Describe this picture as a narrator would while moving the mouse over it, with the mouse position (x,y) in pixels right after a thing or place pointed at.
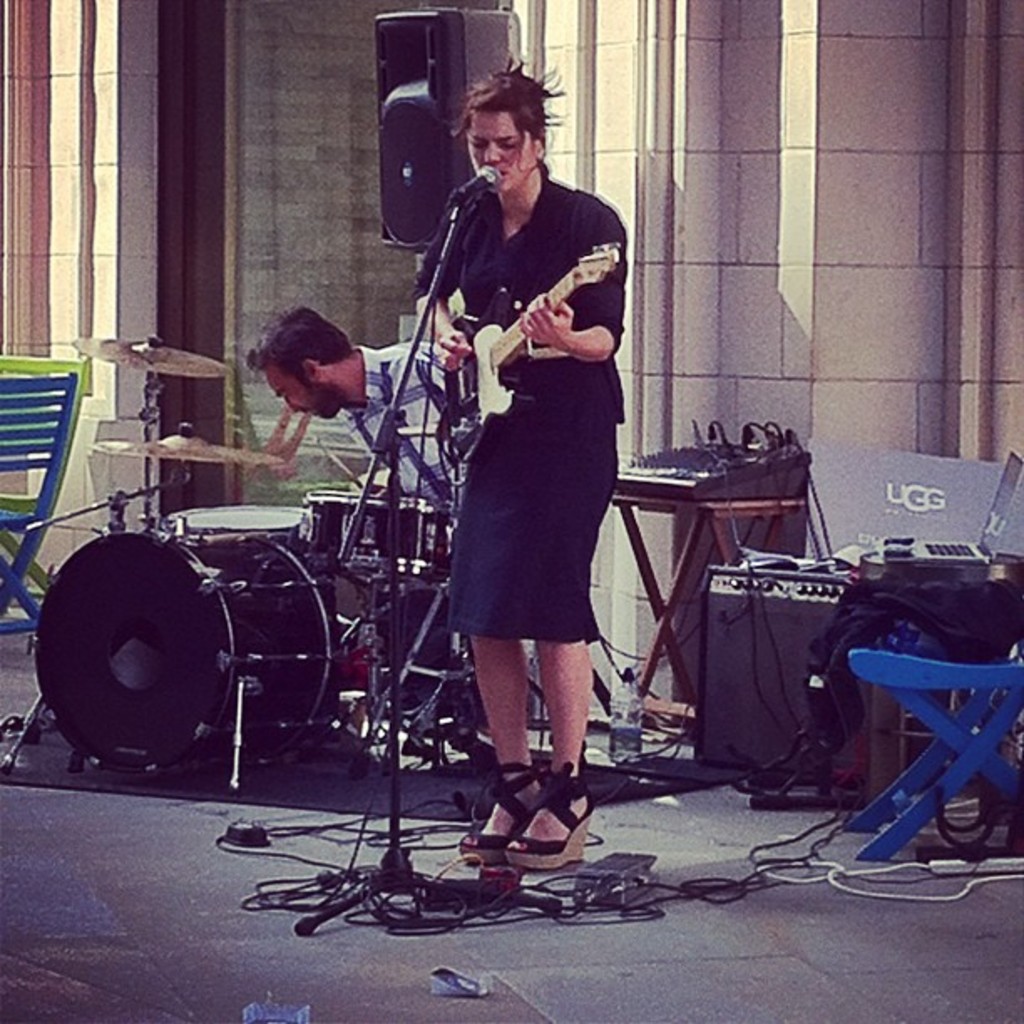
This image consists of two persons (578,195). In the front (532,424), the woman (546,379) wearing black dress (578,222) is playing guitar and singing in the mic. In the background (231,553), there is a man (280,472) sitting and playing drum (310,612). And in the background (818,628), there are speakers (810,611) and a wall (754,176). To the left (60,459), there is a chair (13,504). To the right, there is a laptop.
